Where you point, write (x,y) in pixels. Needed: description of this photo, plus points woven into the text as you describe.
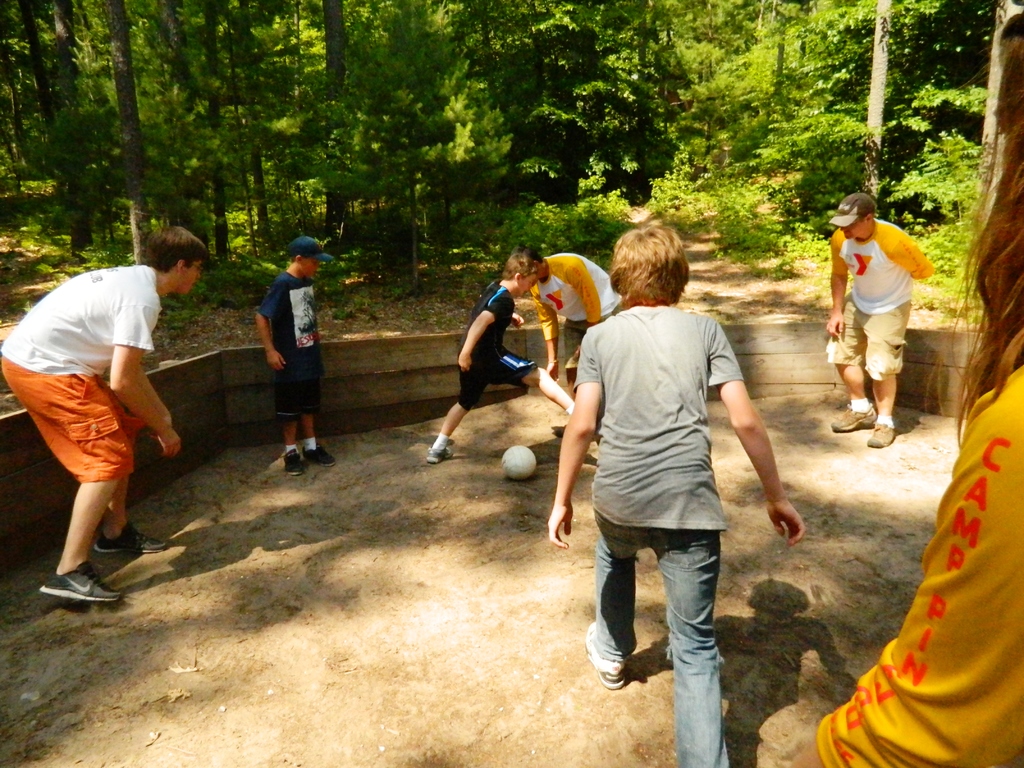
This image is taken outdoors. In the background (326,109) there are many trees (431,196) and plants (934,249) with green leaves (307,156), stems (873,68) and branches (284,202). At the bottom of the image (334,729) there is a ground (241,608). On the right side of the image (935,694) there is a person (980,519). In the middle of the image (510,305) a few boys (686,370) are playing with a ball (513,463). There is a wooden fence (418,362).
